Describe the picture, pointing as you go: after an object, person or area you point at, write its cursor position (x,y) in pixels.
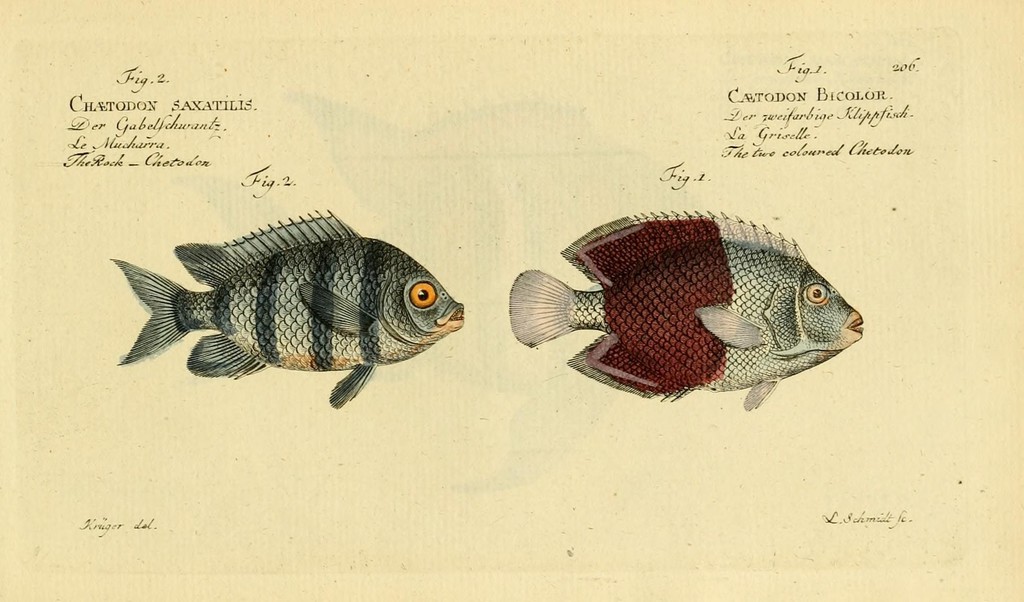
This is the image of a paper (558,283) on which we can see fishes (651,308) and text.
